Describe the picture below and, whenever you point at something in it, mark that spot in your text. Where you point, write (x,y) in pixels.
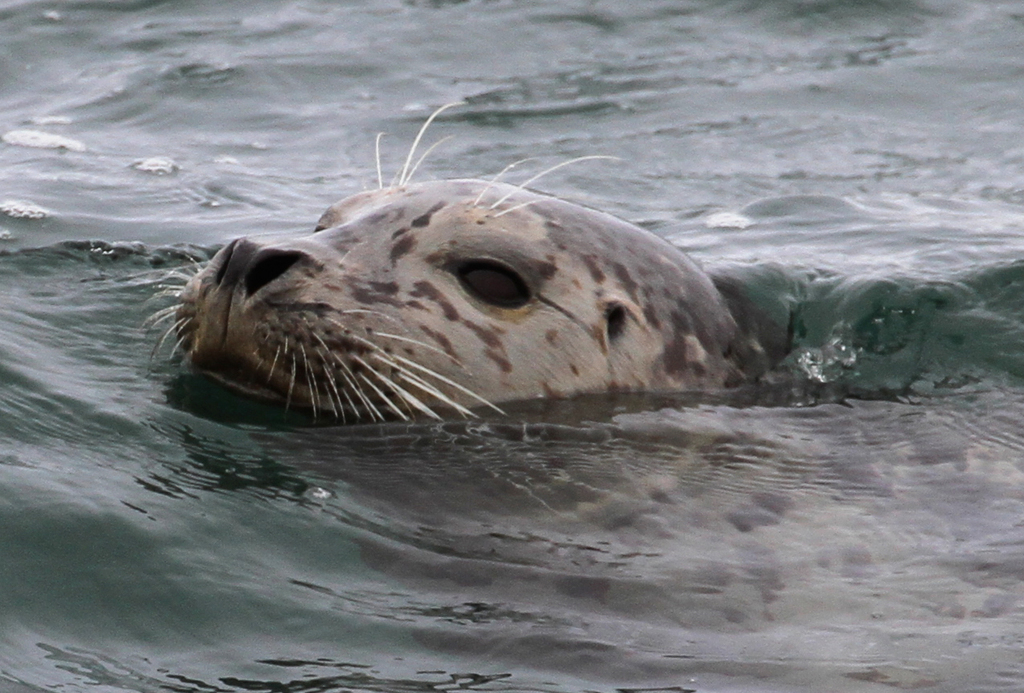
This image is taken outdoors. At the bottom of the image (569,525) there is a sea (136,497) with water (685,444). In the middle of the image (386,344) there is a seal (357,269) in the water (728,568).
